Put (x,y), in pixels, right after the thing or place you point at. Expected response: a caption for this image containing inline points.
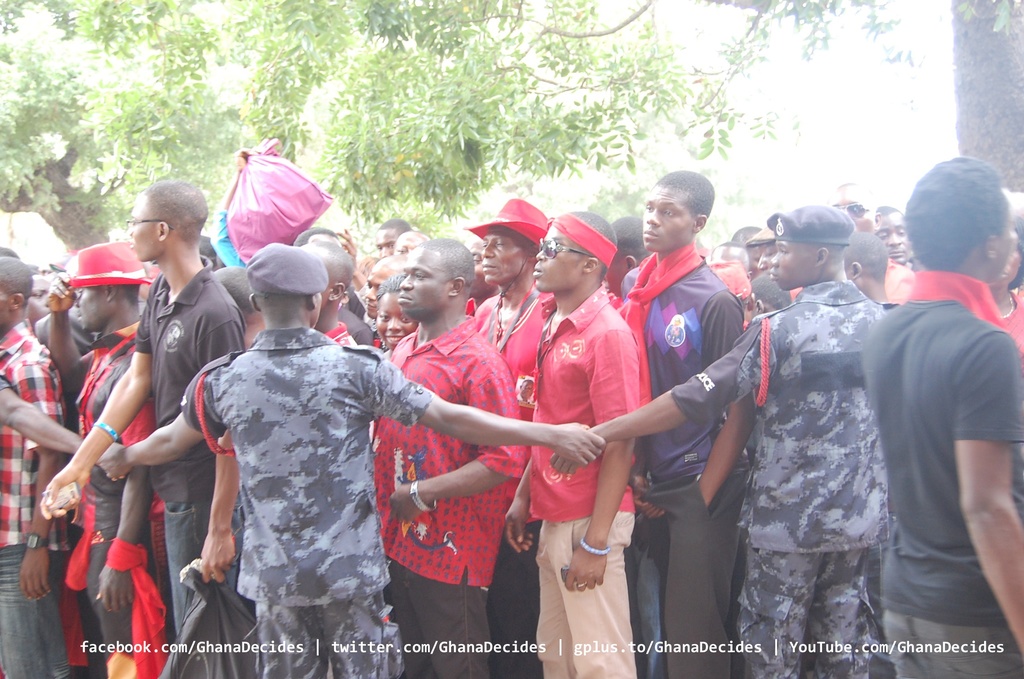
There is a crowd (447,293). Few people (514,255) are wearing caps (281,253) and hat (510,210). In the back (460,236) there are trees (446,77). At the bottom (991,649) there is something written. Also there is a person (223,241) holding a packet (260,190).
